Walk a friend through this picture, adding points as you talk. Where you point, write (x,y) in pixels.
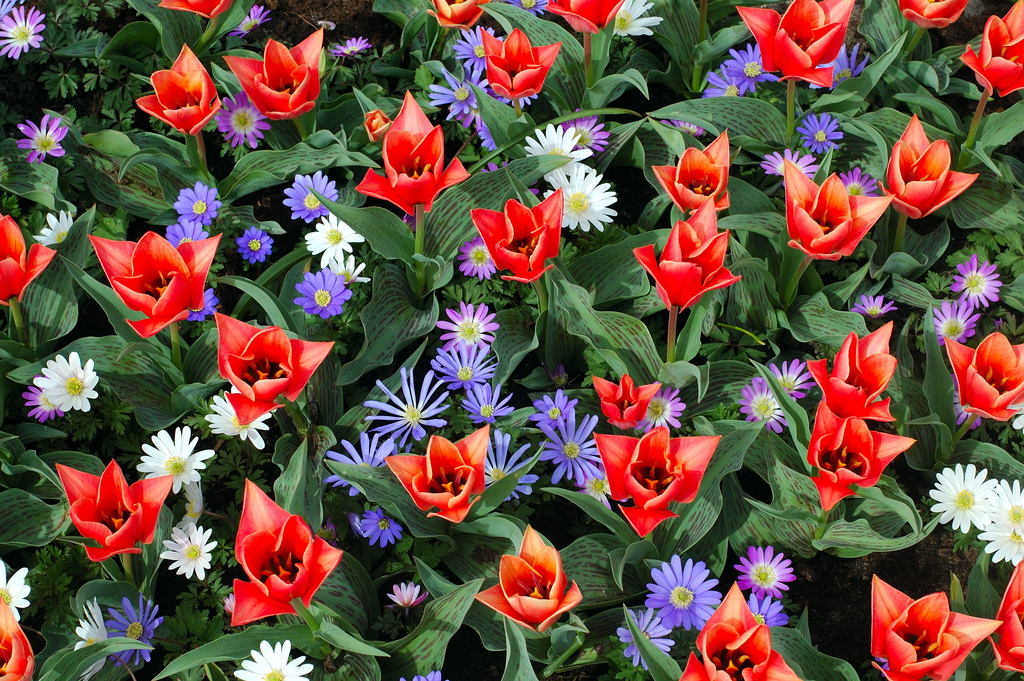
This is the photo image of flowers (470,409) and plants (488,495).
